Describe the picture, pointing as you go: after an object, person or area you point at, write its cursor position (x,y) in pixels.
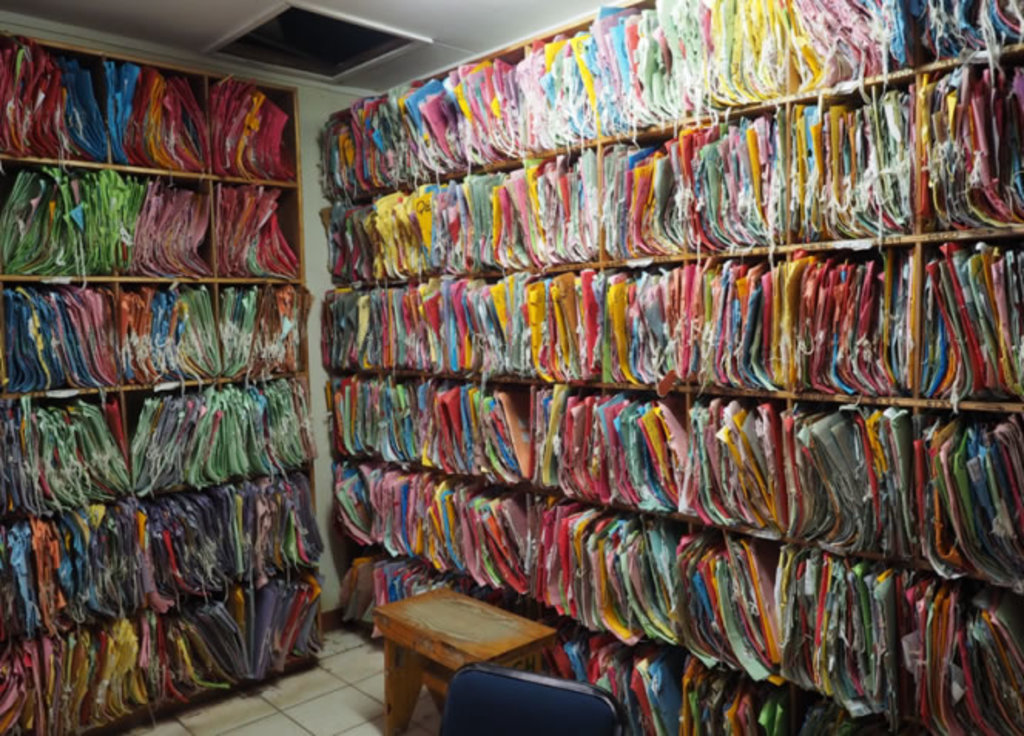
This is the picture of a room (360,703). In this image there are files (656,608) in the cupboard (381,279). At the top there is an opening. At the bottom (392,675) there is a stool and chair (542,685).
